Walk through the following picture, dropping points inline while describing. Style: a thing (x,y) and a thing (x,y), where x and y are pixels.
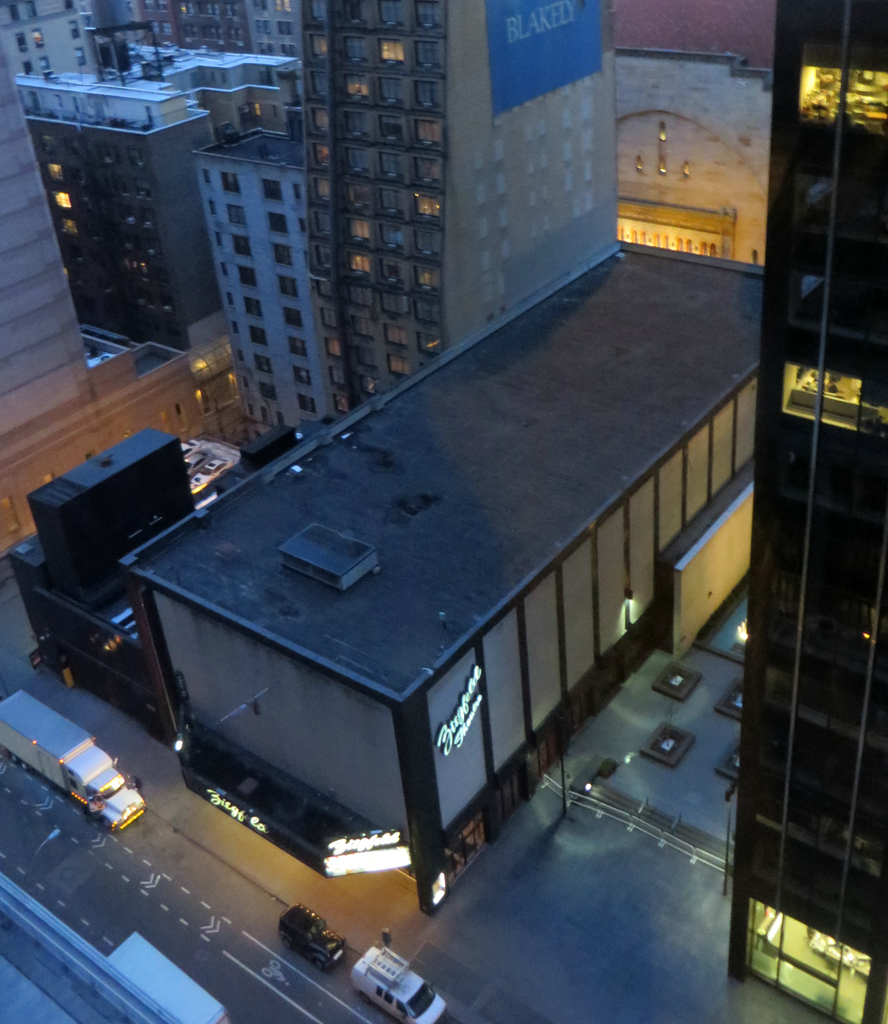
In the picture we can see an Aerial view of the buildings (9,943) and some tower buildings (733,938) with many floors (843,982) and between the buildings (378,163) we can see roads (171,896) and some vehicles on it.
